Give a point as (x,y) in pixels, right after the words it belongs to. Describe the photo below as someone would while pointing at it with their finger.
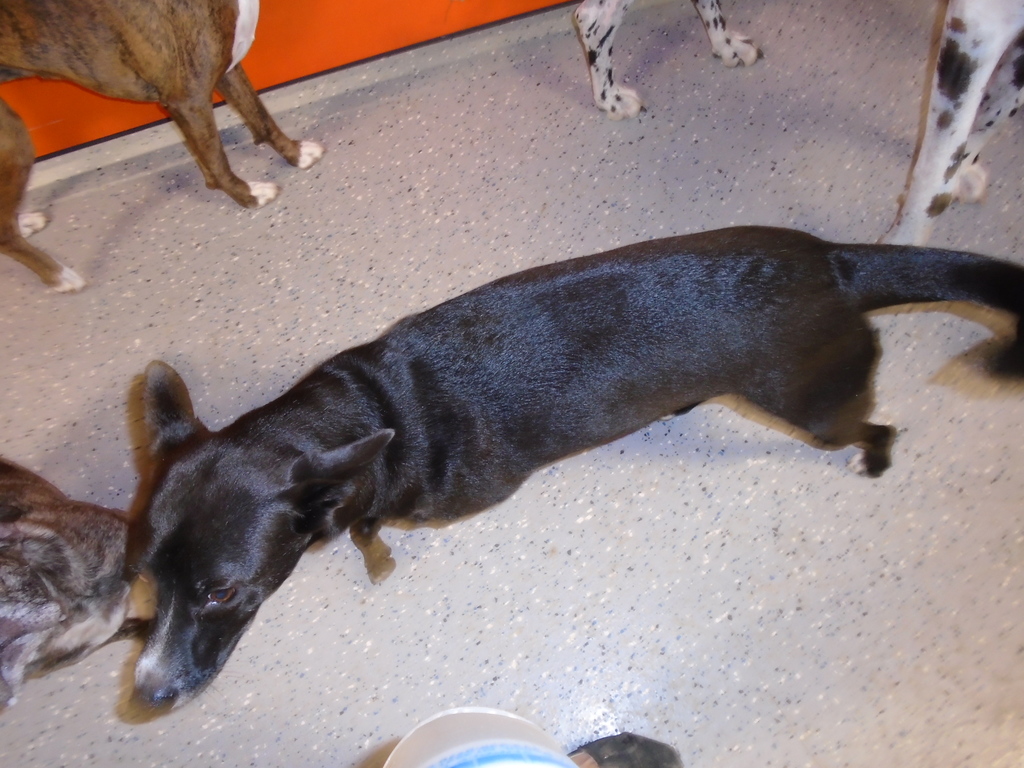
In this image I can see few dogs (371,388), in front (438,388) the dog (371,388) is in black color. Background (315,34) the wall (332,20) is in orange color.
